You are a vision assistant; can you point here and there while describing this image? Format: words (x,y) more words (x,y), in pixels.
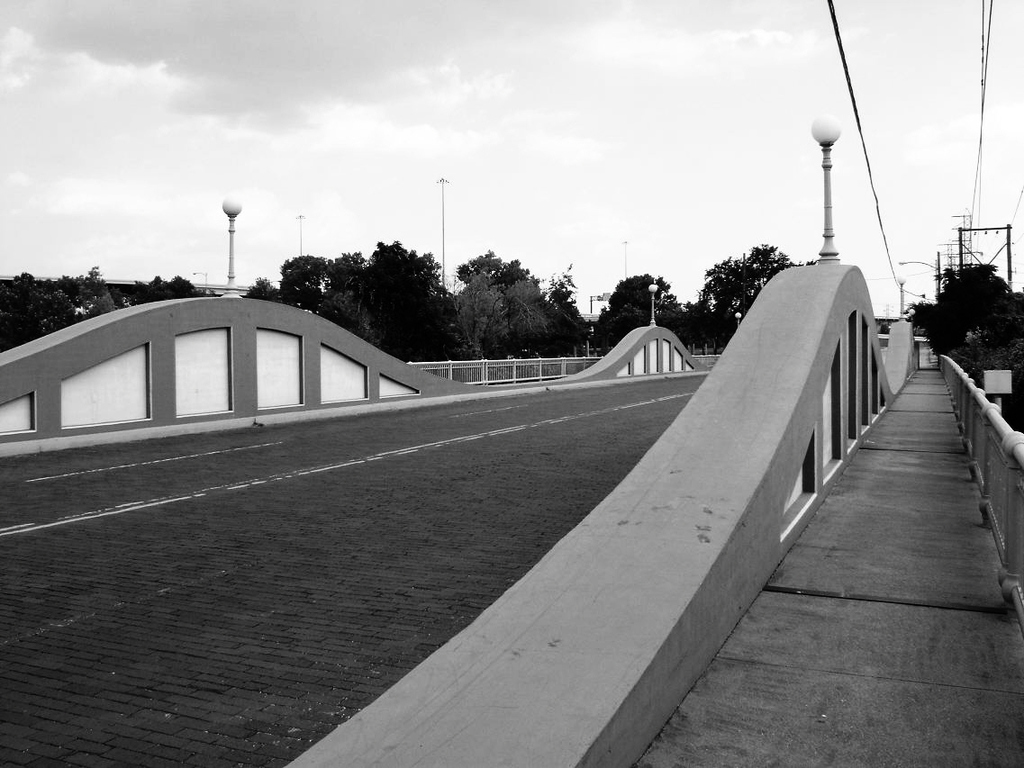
In this image, we can see a bridge (519,404). There are some trees (703,299) in the middle of the image (386,293). There is a sky (554,96) at the top of the image (551,59).
